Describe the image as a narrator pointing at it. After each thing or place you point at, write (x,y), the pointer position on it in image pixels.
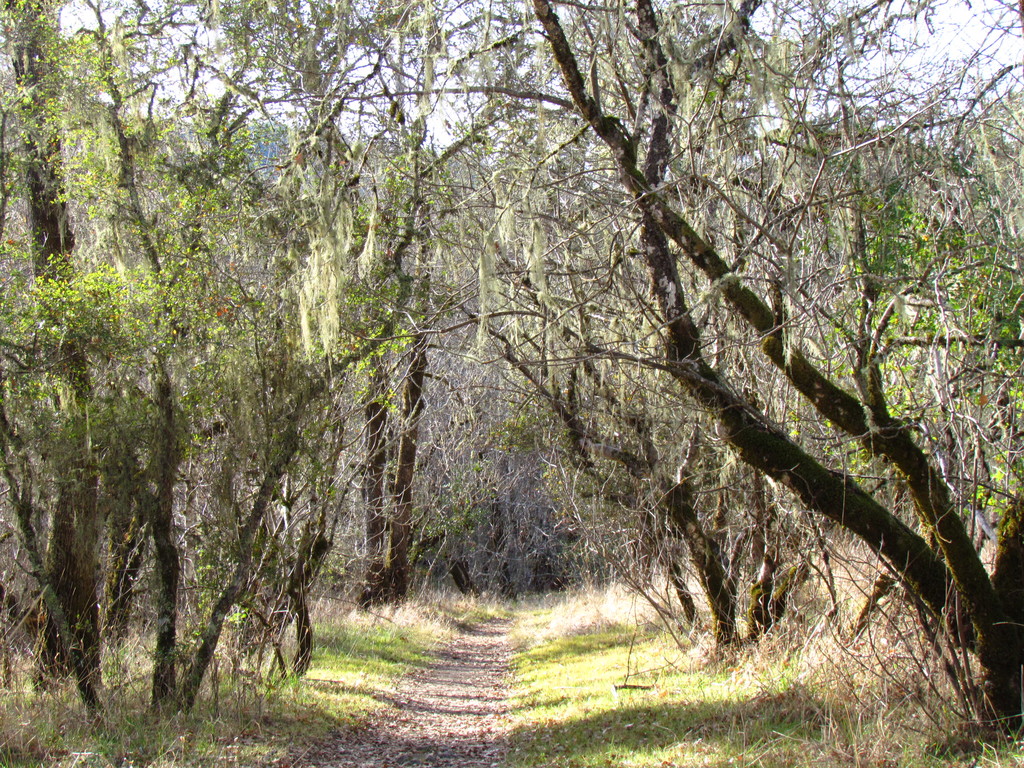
These are the trees (690,322) with branches (662,303) and leaves (94,363). I can see the grass (515,671). This looks like a pathway (457,698). I think this is the forest (661,356).
